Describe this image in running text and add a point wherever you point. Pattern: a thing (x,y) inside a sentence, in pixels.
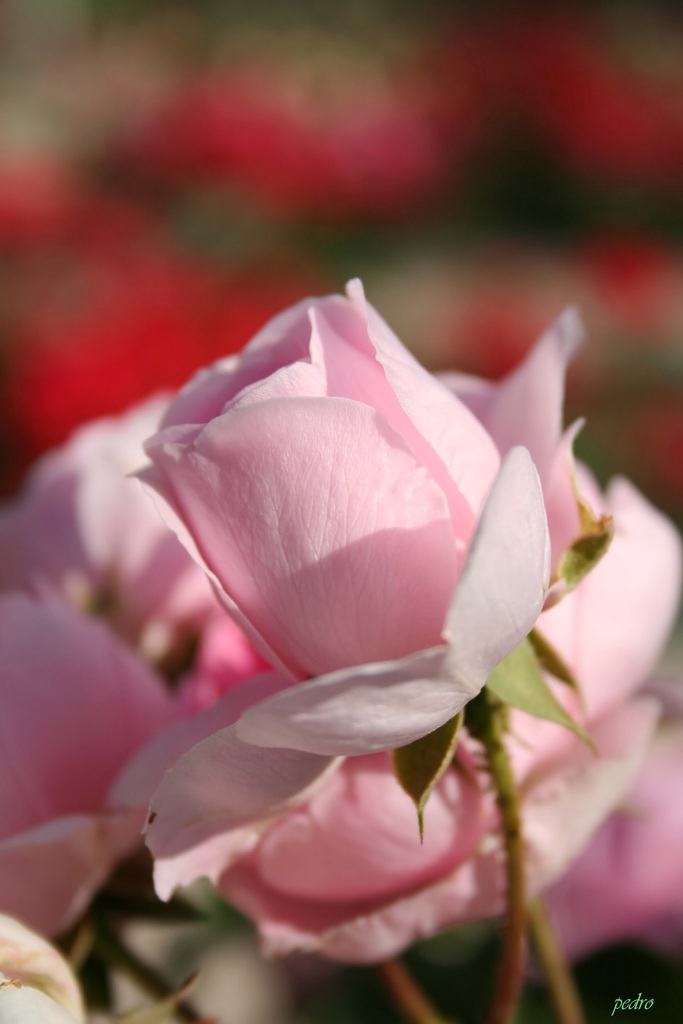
There are pink roses (267,596). In the background (391,197) it is blurred. In the right bottom corner (646,1002) there is a watermark (642,1010).
